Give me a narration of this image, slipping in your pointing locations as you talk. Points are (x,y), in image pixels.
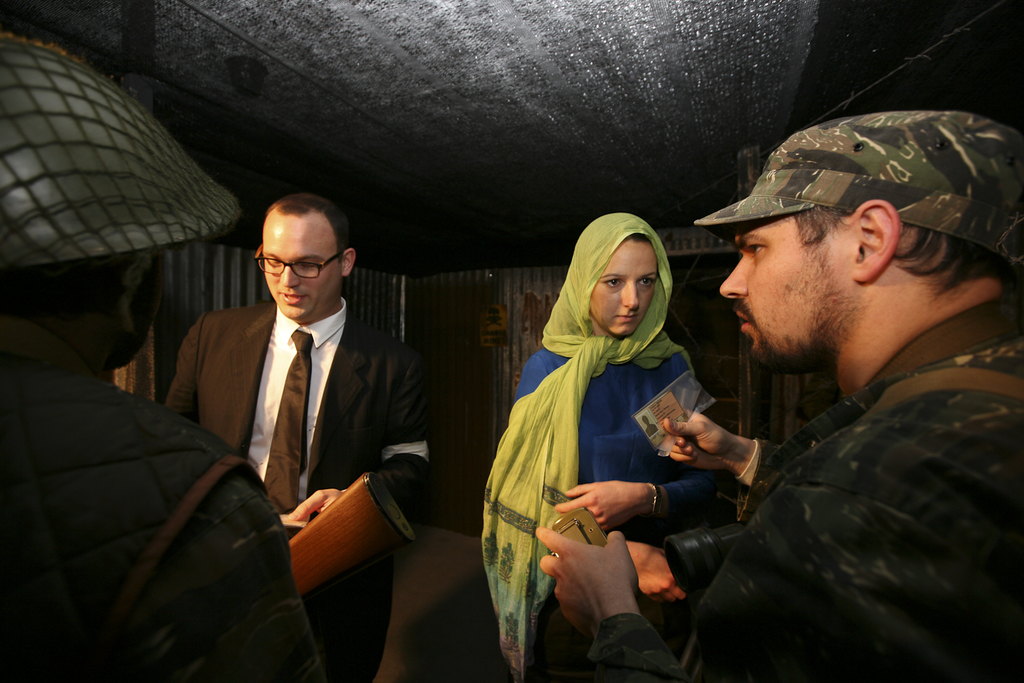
In this image we can see few persons (510,499) and among them few people (526,498) are holding objects (583,539). Behind the persons (352,362) we can see a wall (484,346) and at the top (511,164) we can see a roof (355,175).
